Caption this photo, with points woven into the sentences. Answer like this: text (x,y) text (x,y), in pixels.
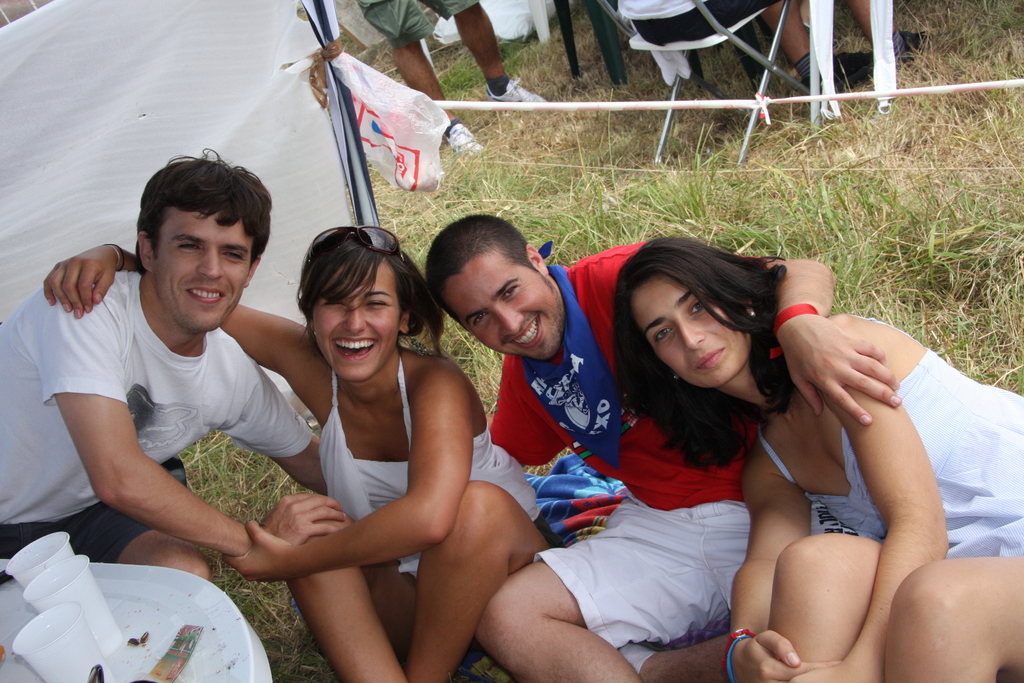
In this picture there are group of people (675,436) sitting and smiling and there are glasses (58,643) on the table (21,674). At the back (151,32) there is a sheet (123,87) and there is a person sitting on the chair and there is a person (431,29) standing. At the bottom (294,673) there is grass (679,177).
